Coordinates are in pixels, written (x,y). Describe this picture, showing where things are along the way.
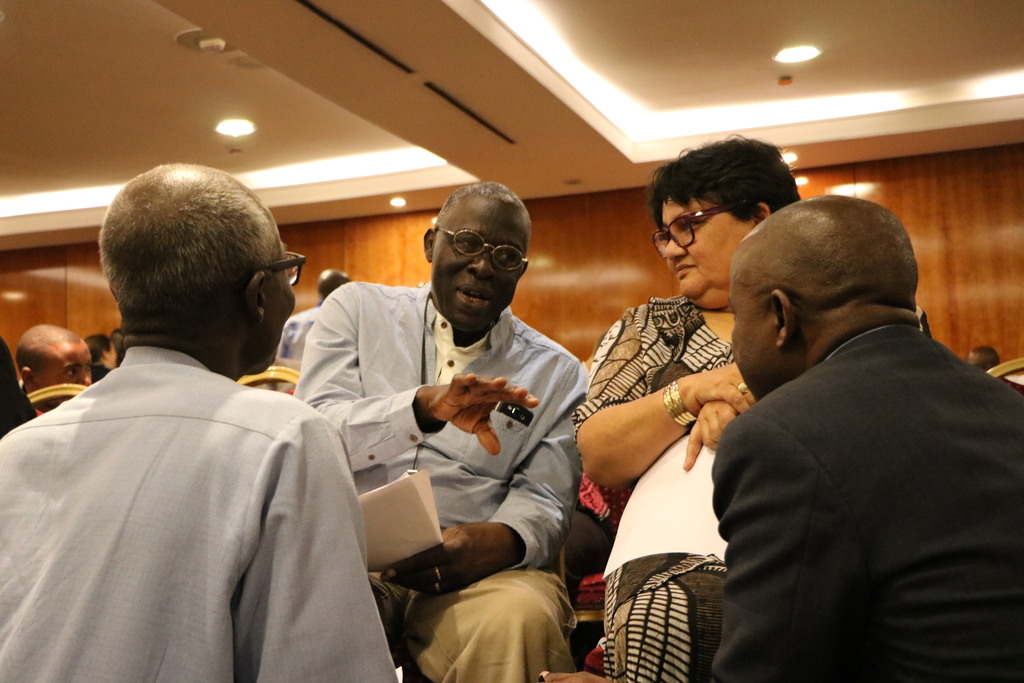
In this image there is an old man (466,410) in the middle (436,388) who is sitting on the chair (560,564) by holding the papers (418,524). Beside him there is a woman (603,375) who is sitting on the chair (617,491) by holding the papers (662,512). In front of them there are two persons (824,512). At the top (641,21) there is ceiling (755,75) with the lights (804,47). In the background (64,359) there are few people (56,379) sitting in the chairs (40,391).
